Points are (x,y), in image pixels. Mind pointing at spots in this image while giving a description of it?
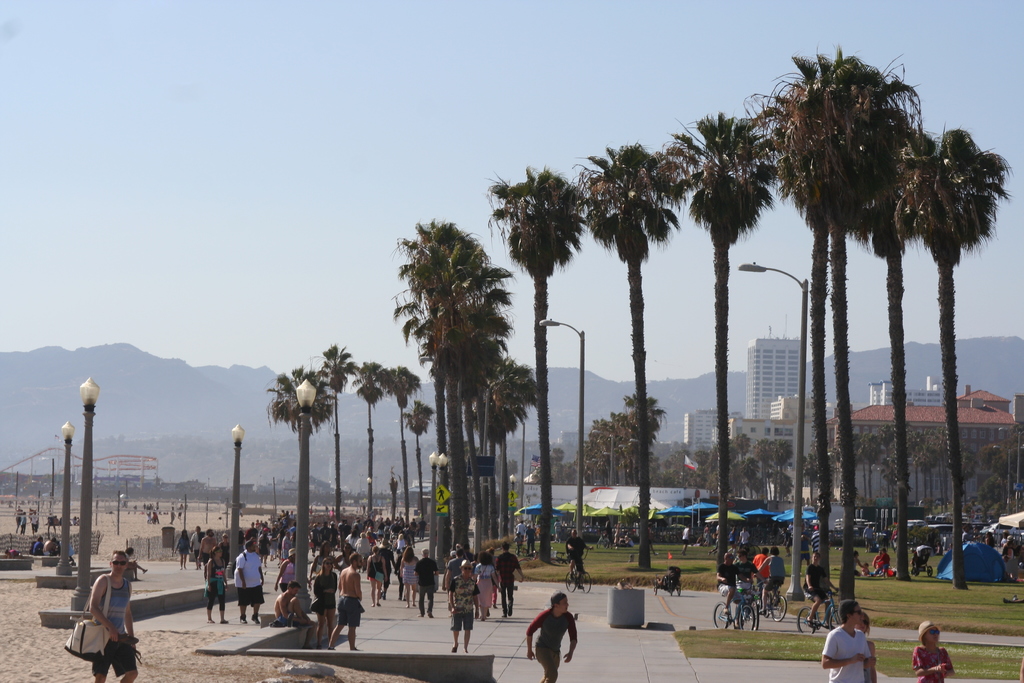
In this image there is the sky (396,148) towards the top of the image (496,120), there are mountains (610,391), there are buildings (766,385), there are trees (450,409), there are poles (798,514), there are street lights (581,377), there is sand (115,532), there are group of persons (419,576), there are bicycles (750,618), there are umbrellas (588,514), there are objects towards the right of the image (766,517).
